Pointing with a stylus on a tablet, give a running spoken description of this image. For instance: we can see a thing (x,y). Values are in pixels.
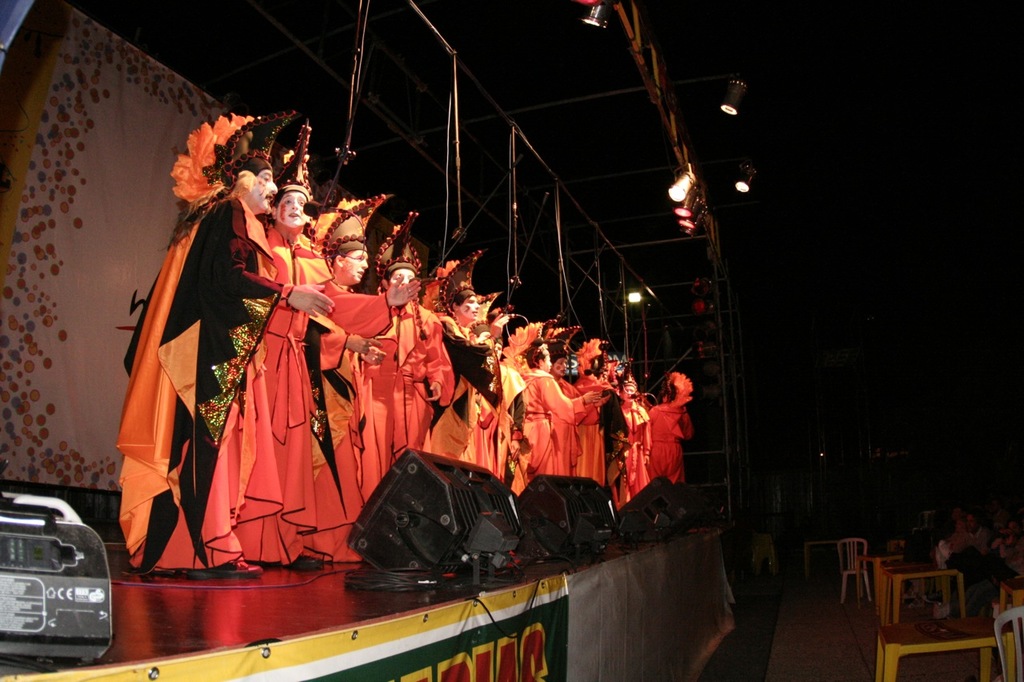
At the top (692,217) we can see lights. On the platform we can see all the persons (403,300) performing in a fancy dress (482,372). These are devices (413,520). Near to the platform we can see chairs (851,541).
